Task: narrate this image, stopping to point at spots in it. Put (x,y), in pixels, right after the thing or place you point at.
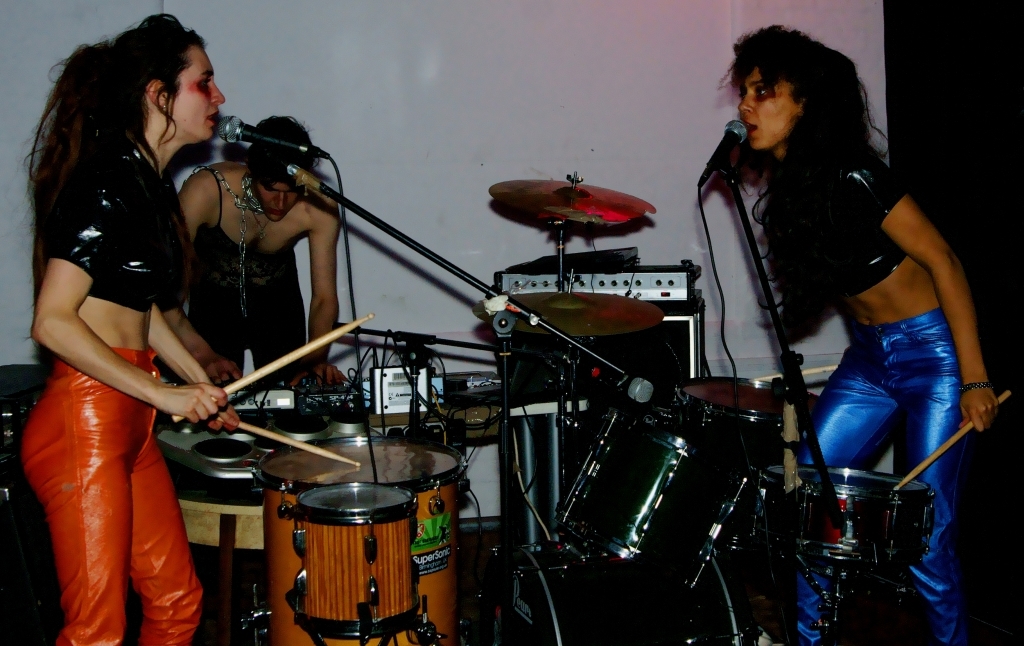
In this picture this 3 musicians (294,296) are highlighted. This 3 women's (838,200) are playing an instrument (892,488). In-front of this 2 women (834,230) there are mics (246,125) with mic holder (292,168). This 2 woman (972,420) holds a stick (946,449).
